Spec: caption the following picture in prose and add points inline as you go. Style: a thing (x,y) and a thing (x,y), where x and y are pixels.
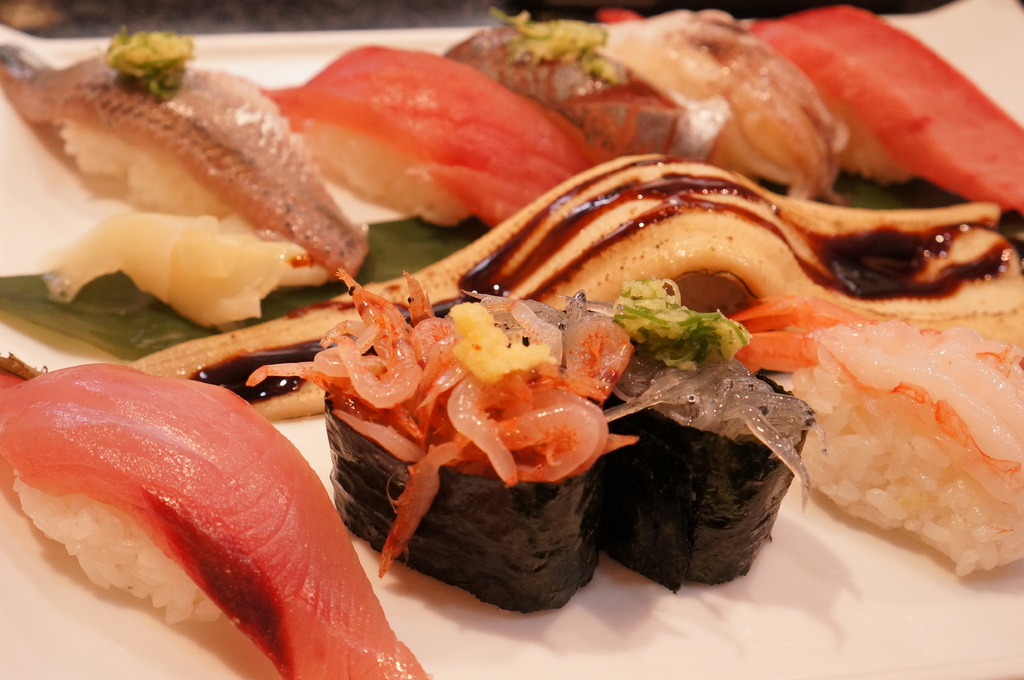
In this image, we can see food items (413,446) on the white surface (617,604).
